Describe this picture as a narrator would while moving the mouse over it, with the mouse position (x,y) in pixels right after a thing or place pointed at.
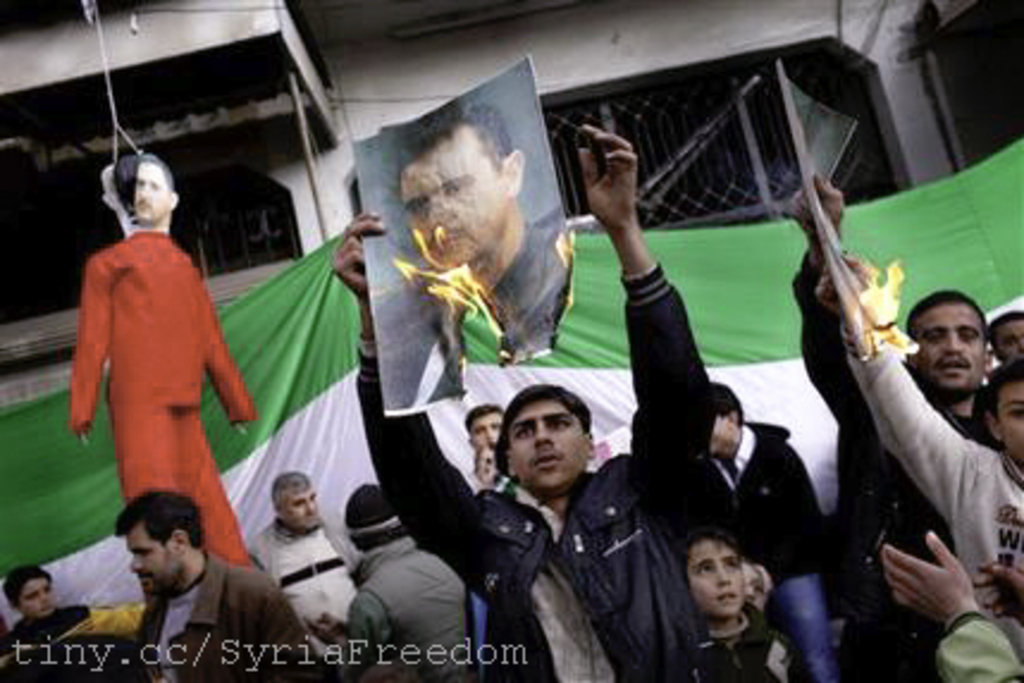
In the image there are a group of people (508,540) in the foreground (754,492), they are burning the photos (432,245) of some people (412,192) and in the background (962,203) there is a flag (264,386) and behind the flag (281,379) there are two windows (99,188) in between the wall (51,326).
